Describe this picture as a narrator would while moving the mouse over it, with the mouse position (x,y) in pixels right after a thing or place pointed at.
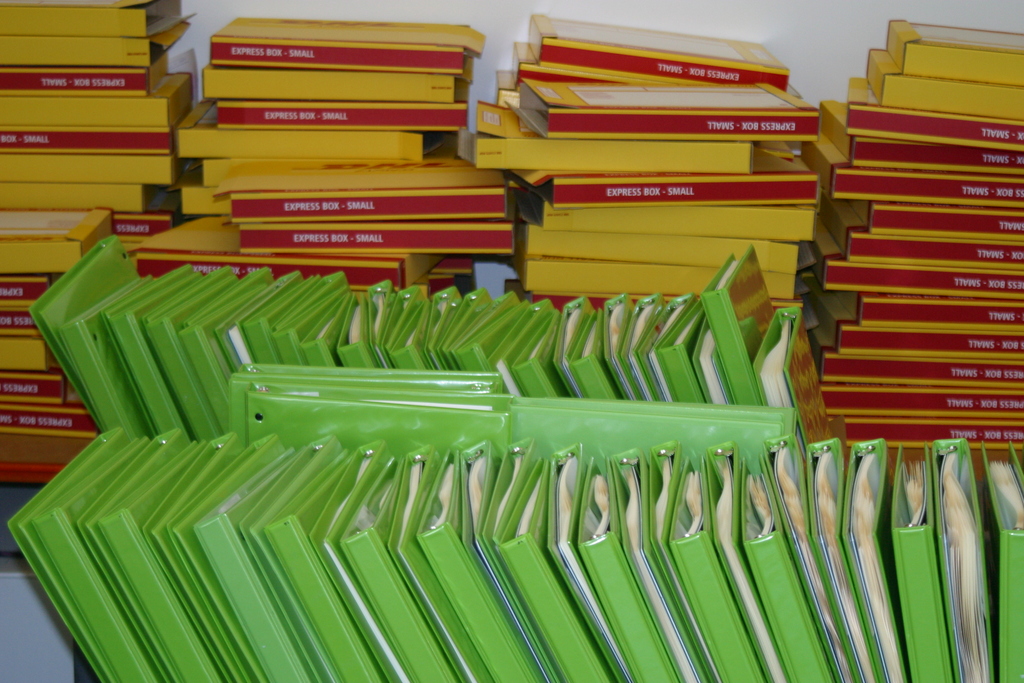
In this picture there are books (965,460) at the bottom side of the image (310,535) and there are boxes (623,188) at the top side of the image (534,215).
